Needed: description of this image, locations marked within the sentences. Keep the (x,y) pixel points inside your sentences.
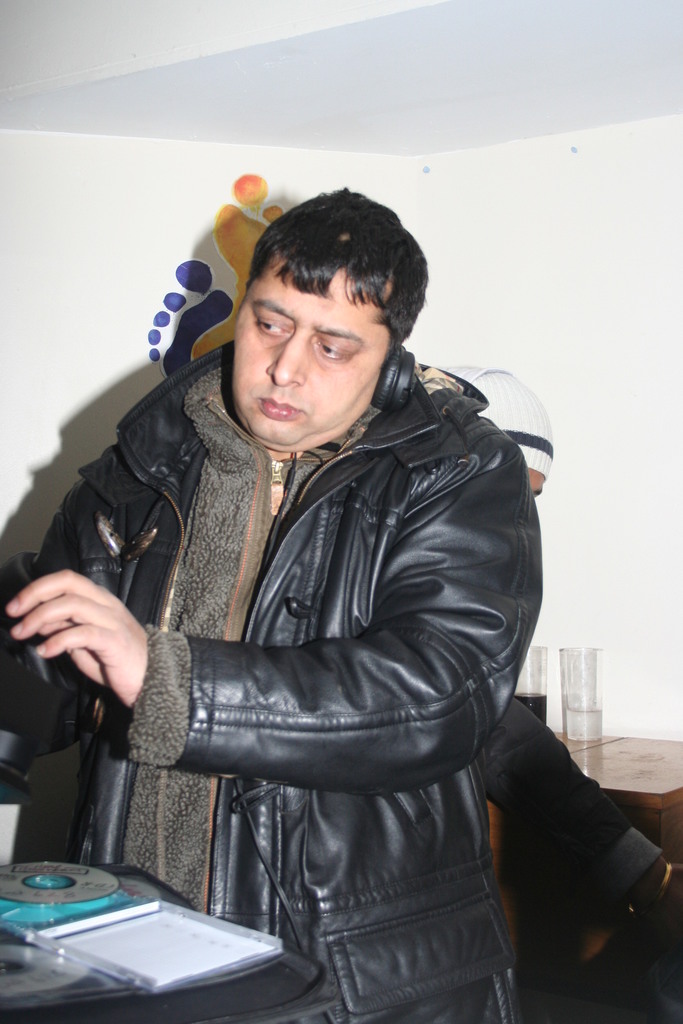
In this picture we can see a man (301,812) standing in the front (268,825), on the left side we can see a disc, in the background (541,258) there is a wall (541,267), we can see a table (631,764) here, there are two glasses (580,695) on the table (621,766).
